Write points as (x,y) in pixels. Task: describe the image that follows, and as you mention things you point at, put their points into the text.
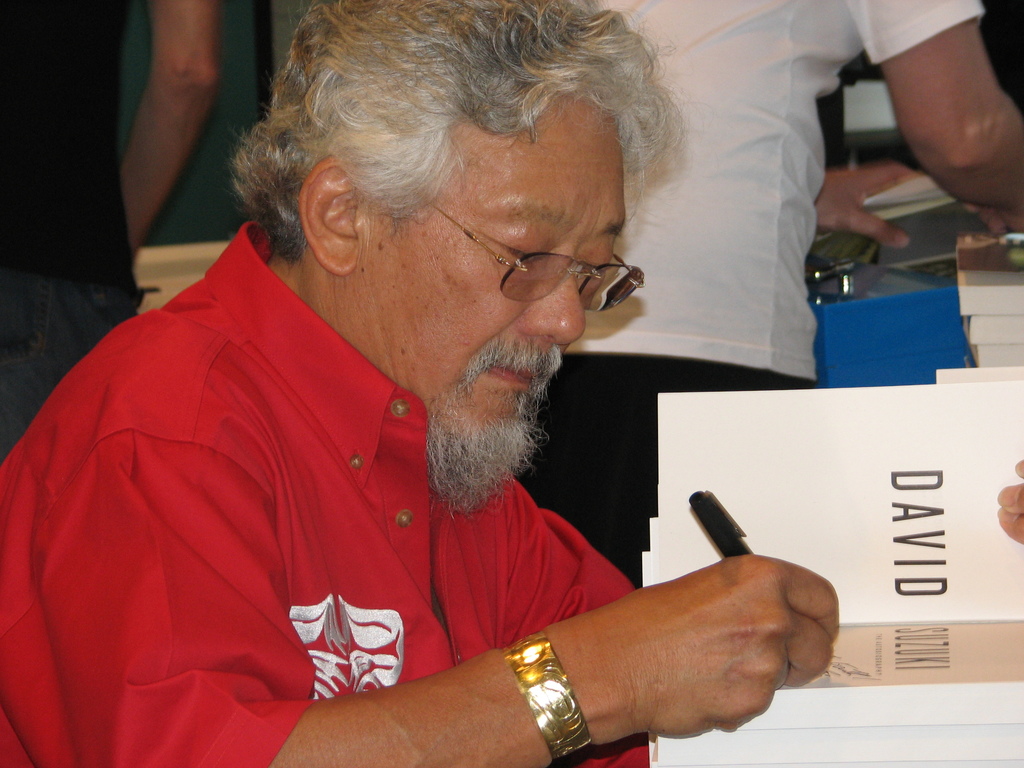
In this image we can see a man (474,540) holding a book (950,704) and a pen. On the backside (779,385) we can see some people (742,298) standing beside a table (938,280) containing some books (980,298) on it.
